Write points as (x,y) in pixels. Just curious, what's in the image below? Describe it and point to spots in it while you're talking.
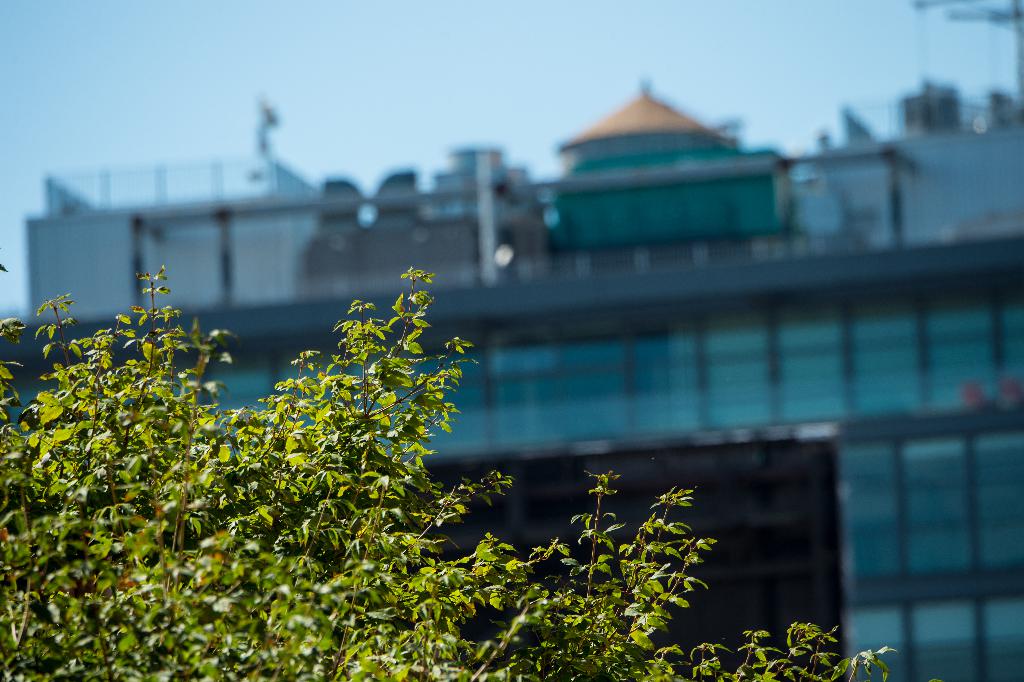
In this image in the front (263,569) there are leaves (263,569). In the background (437,339) there is a building (540,271) and there is a tent (636,140) and there is a railing (228,170).
